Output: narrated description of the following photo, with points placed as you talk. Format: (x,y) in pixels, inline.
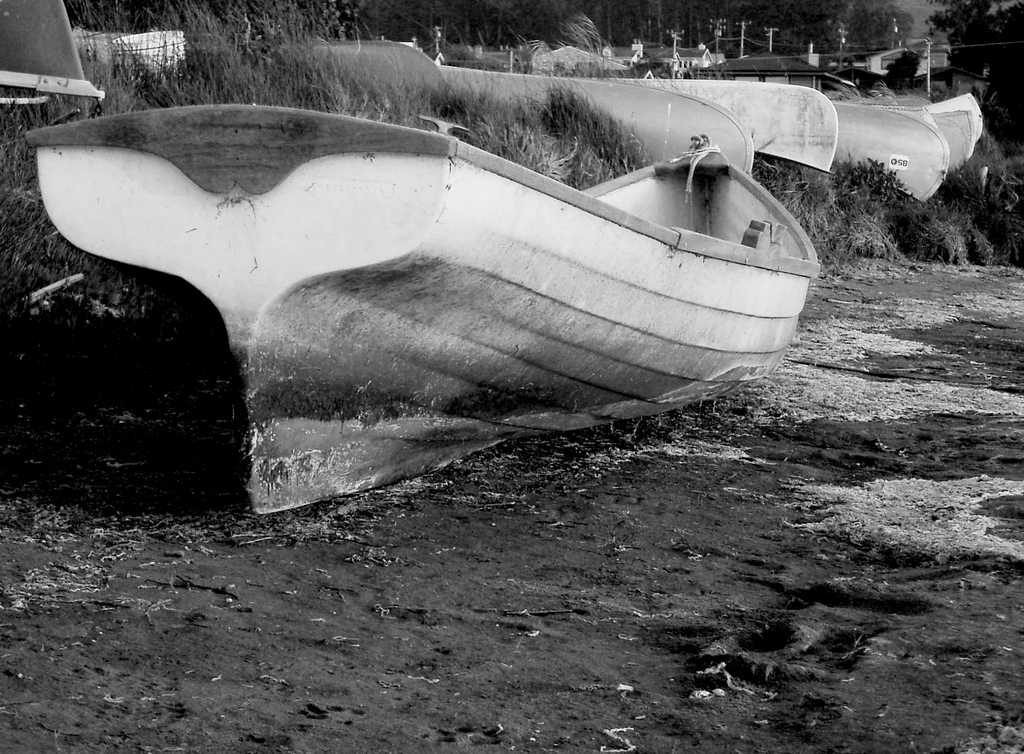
In this picture I can observe a boat (402,265) on the land (519,528). There is some grass (493,136) on the ground (931,249). In the background (667,33) there are trees (784,22). This is a black and white image.
